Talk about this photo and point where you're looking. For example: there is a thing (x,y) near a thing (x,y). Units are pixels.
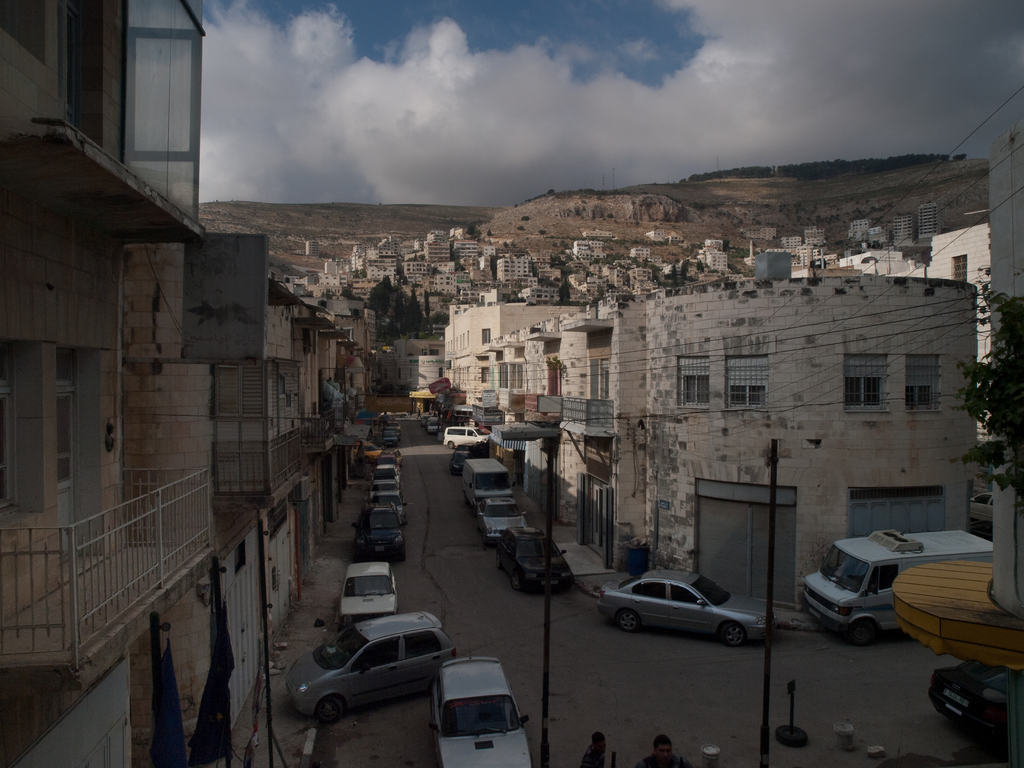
In this image I can see many vehicle (483,667) and few people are on the road (645,688). To the side of the road (482,616) I can see the poles (549,690), tree (980,449) and many buildings (638,399) with windows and railing (161,534). To the left (156,740) I can see the flags (173,718). In the background (348,270) I can see few more buildings (462,290), mountains (617,215) and the trees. I can also see the clouds (527,85) and the sky (495,17) in the back (501,13).
